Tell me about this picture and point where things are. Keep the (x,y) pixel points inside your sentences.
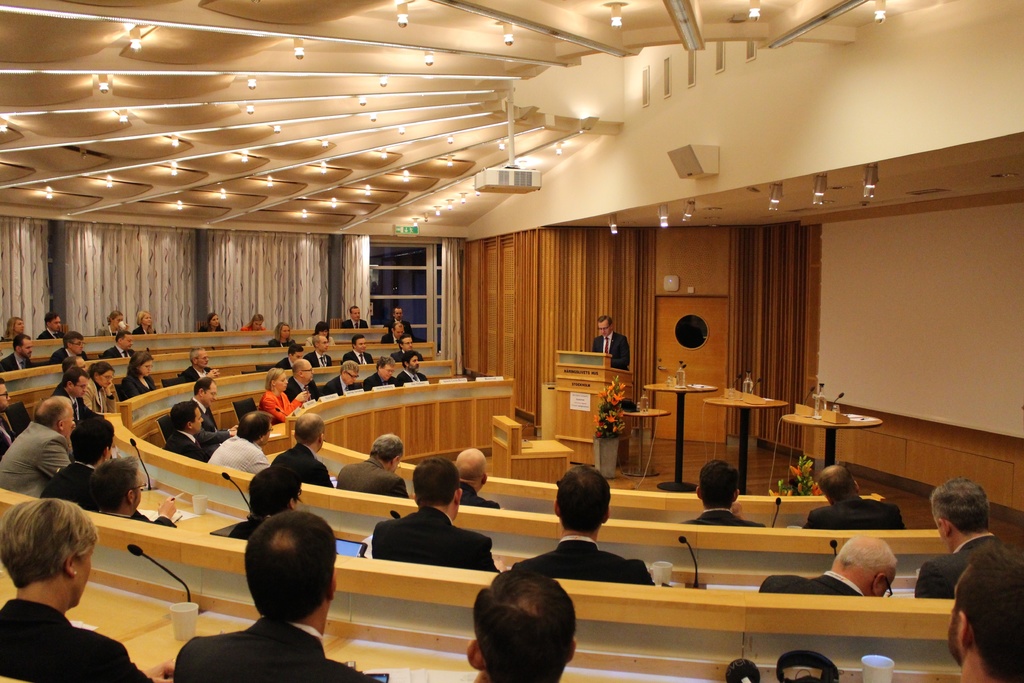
In this picture I can see a number of people (399,457) sitting on a bench (403,427). I can see tables (803,419) on the right side (791,423). I can see wooden podium (588,380). I can see the screen (927,311) on the right side (898,308). I can see the projector (508,185). I can see light arrangements (405,131) on the roof (392,148). I can see curtains (182,304) and glass windows (398,290) on the left side (213,270).
